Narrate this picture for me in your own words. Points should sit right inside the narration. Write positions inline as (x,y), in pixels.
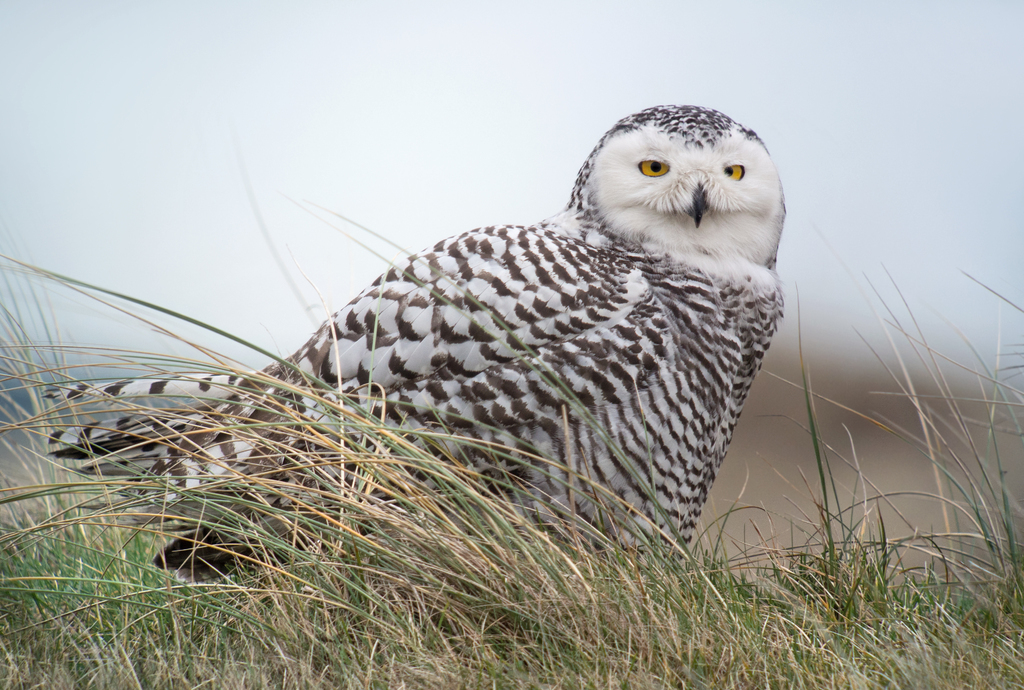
In the center of the image (576,304) there is a owl (495,424) on the grass (400,511). In the background (217,73) we can see sky (353,37).
